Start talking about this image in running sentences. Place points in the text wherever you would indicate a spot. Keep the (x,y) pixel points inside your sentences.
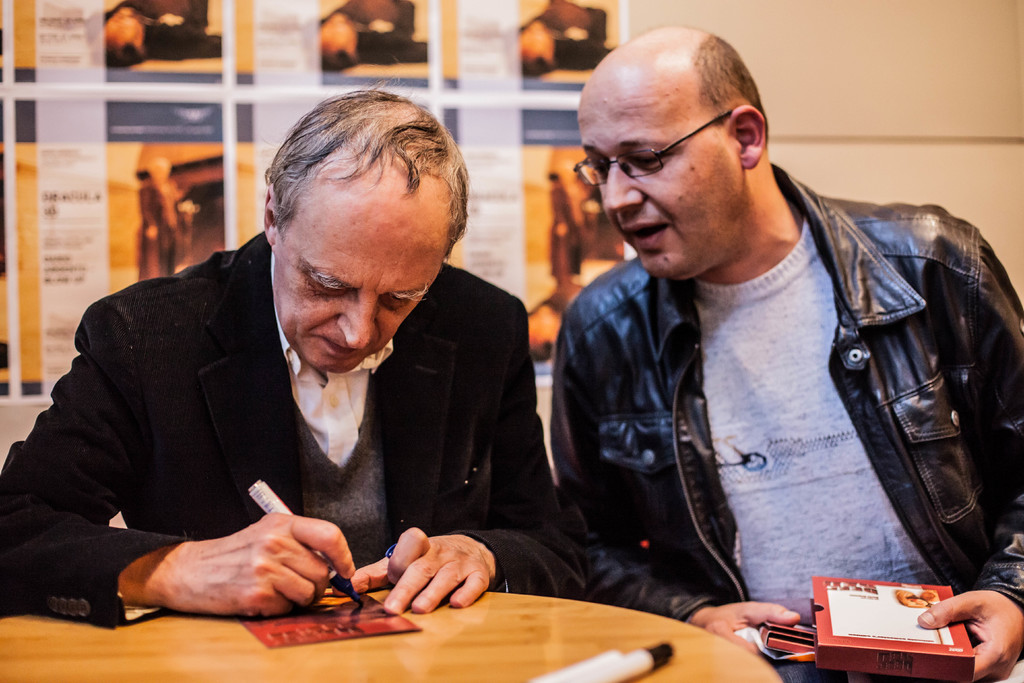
In this image there are two men (735,480) who are sitting in the chairs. The man (389,427) on the left side (231,439) is writing on the card (322,609) by keeping it on the table (447,655). In the background (264,110) there are posters (198,81) which are sticked to the wall (953,10). The man (941,205) on the right side (870,580) is holding the cards (840,642).
